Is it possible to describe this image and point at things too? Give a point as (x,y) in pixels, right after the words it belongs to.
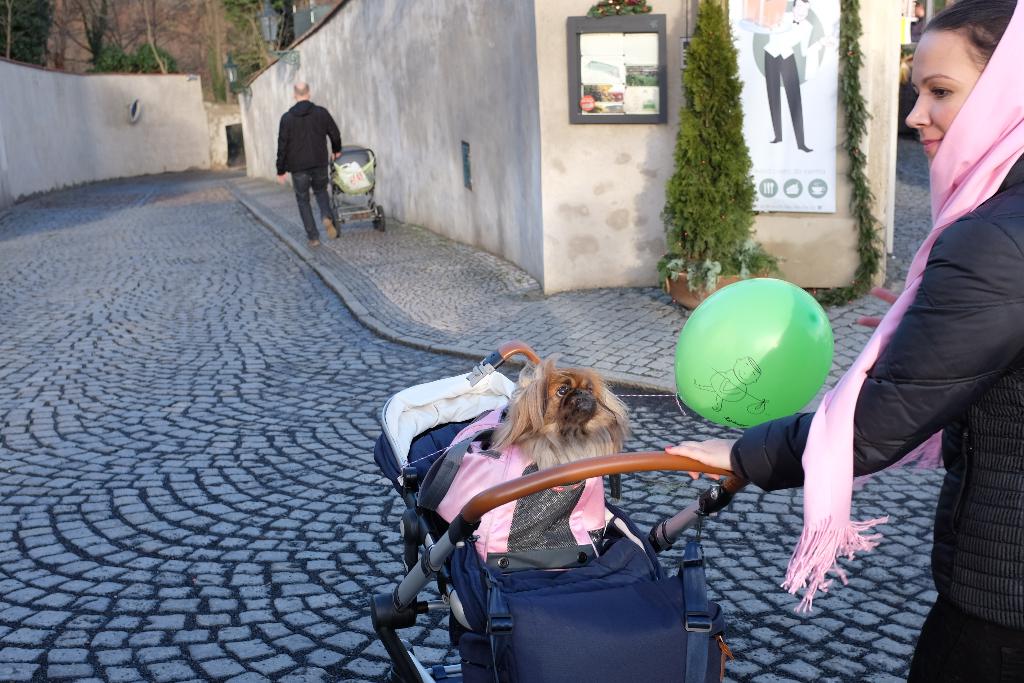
This image consists of a woman (855,401) wearing a pink scarf (817,444) is holding a trolley (636,536). In which there is a dog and a balloon (712,392) is tied to the trolley (703,576). In the background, we can see a man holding a trolley (370,163) and walking. And there is a wall (663,124) on which we can see a frame (660,101) and a banner (793,118). At the bottom (156,472), there is a road (234,383). On the left (18,8), there are trees (259,36). In the front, we can see a potted plant (730,279).
